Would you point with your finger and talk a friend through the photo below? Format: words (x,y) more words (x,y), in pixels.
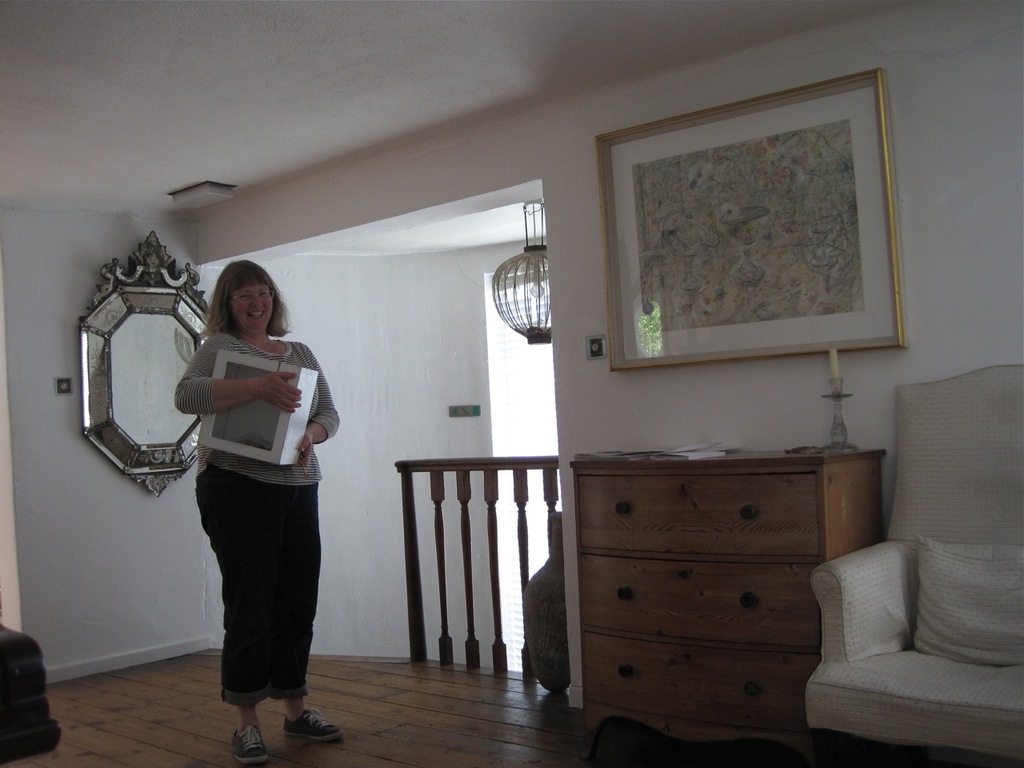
On the left side of the image (262,634) there is a lady (250,648) standing, holding some object (213,417) in her hand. To the right side of the image (970,410) there is a chair (994,727). There is a cupboard (647,569). There is a photo frame (671,212) on the wall (689,86). In the background of the image (453,327) there is a wall (415,322). There is a mirror (165,422). There is a wooden railing (409,479). At the top of the image (326,48) there is ceiling (355,97). At the bottom of the image (444,742) there is wooden flooring (406,738).
